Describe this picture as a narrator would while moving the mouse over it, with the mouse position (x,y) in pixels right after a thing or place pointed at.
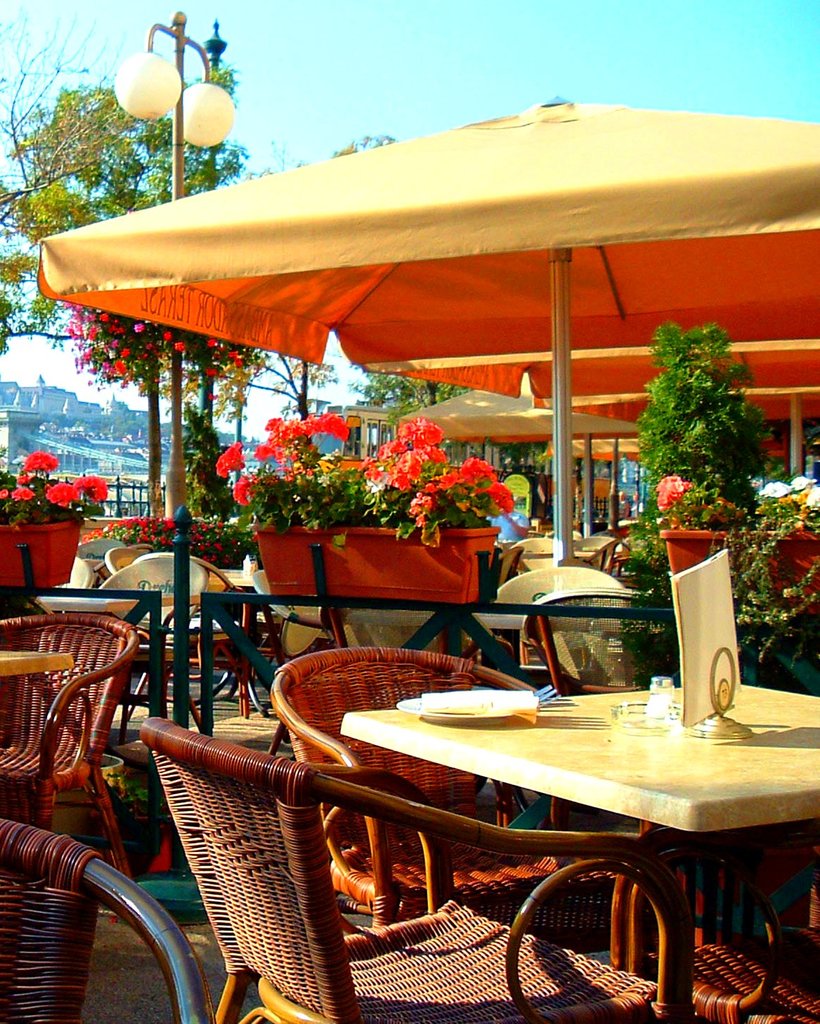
This image looks like a restaurant (474,729). In which we can see many tables (754,743) and chairs (398,613) along with potted plants (399,438). At the top (486,289), there are tents (324,187). And we can see the buildings (11,390). At the top (360,24), there is sky (360,24).
